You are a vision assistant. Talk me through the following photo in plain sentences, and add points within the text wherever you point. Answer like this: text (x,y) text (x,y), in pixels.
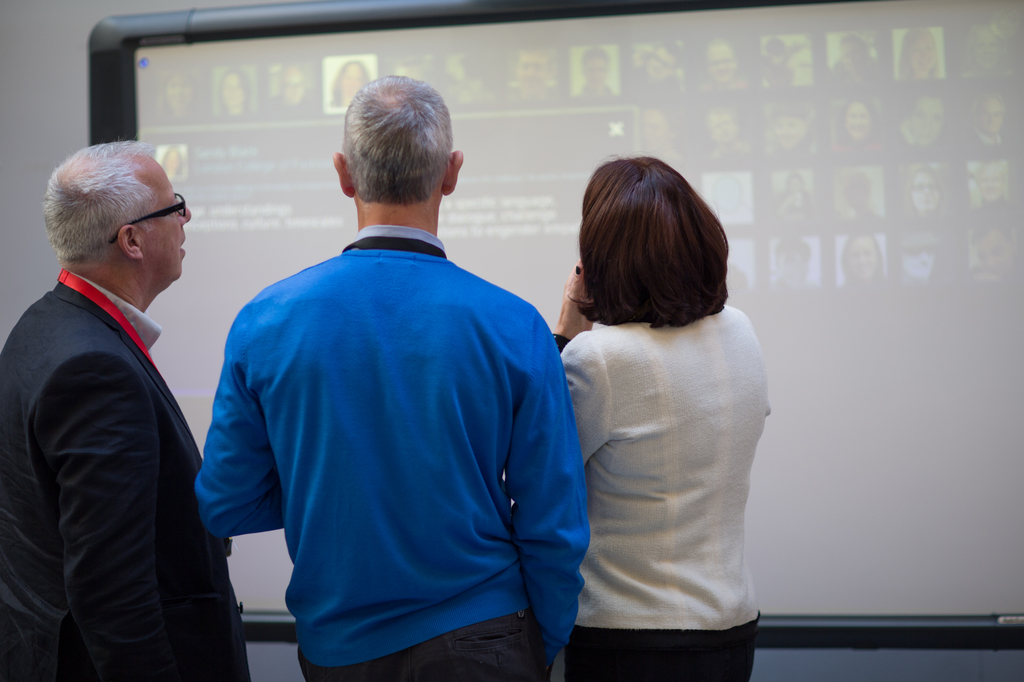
In the foreground of the picture (444,295) there are three people (501,378) standing. In the background (215,231) there is a projector screen (533,144).
